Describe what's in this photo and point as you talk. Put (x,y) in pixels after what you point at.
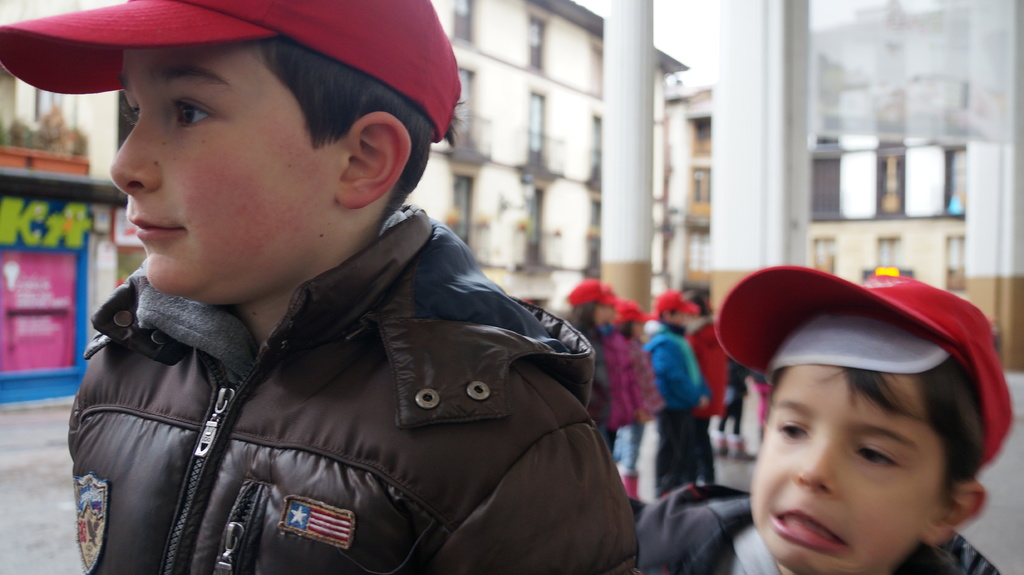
In this image there are two children's (585,499) standing, behind them there are children (696,339) standing, in the background (765,130) there are pillars (726,114) and buildings (701,205).
